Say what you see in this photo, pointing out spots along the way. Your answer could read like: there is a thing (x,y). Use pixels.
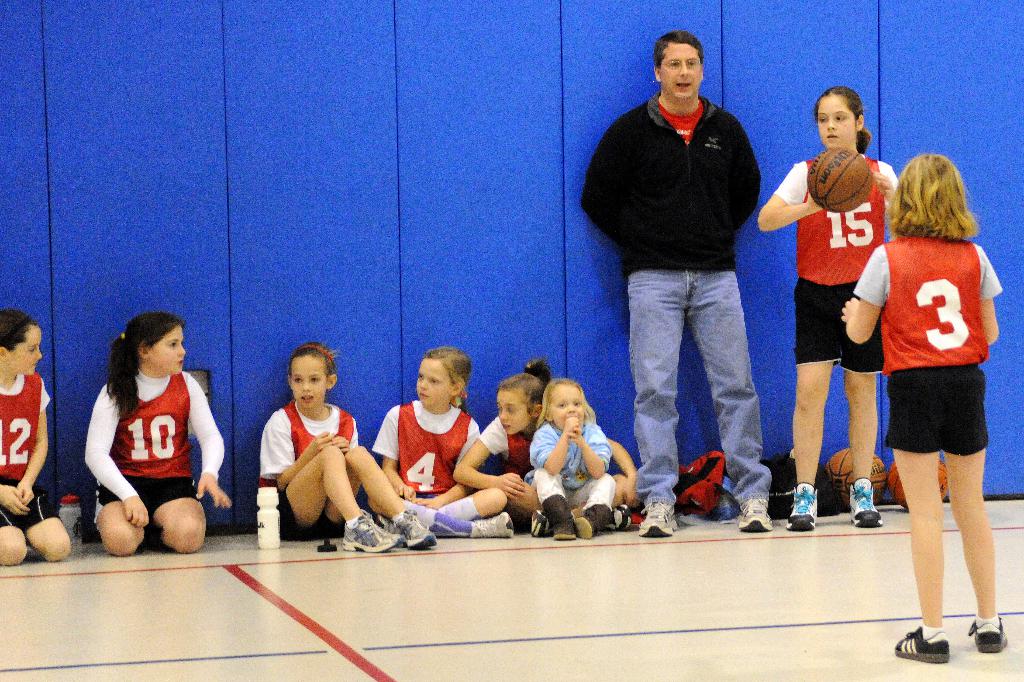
In this image we can see persons (868,449) sitting and standing on the floor (690,578). In the background (552,34) there is wall (74,98). On the right side of the image (831,220) we can see a girl (858,364) holding a basketball (827,201).
